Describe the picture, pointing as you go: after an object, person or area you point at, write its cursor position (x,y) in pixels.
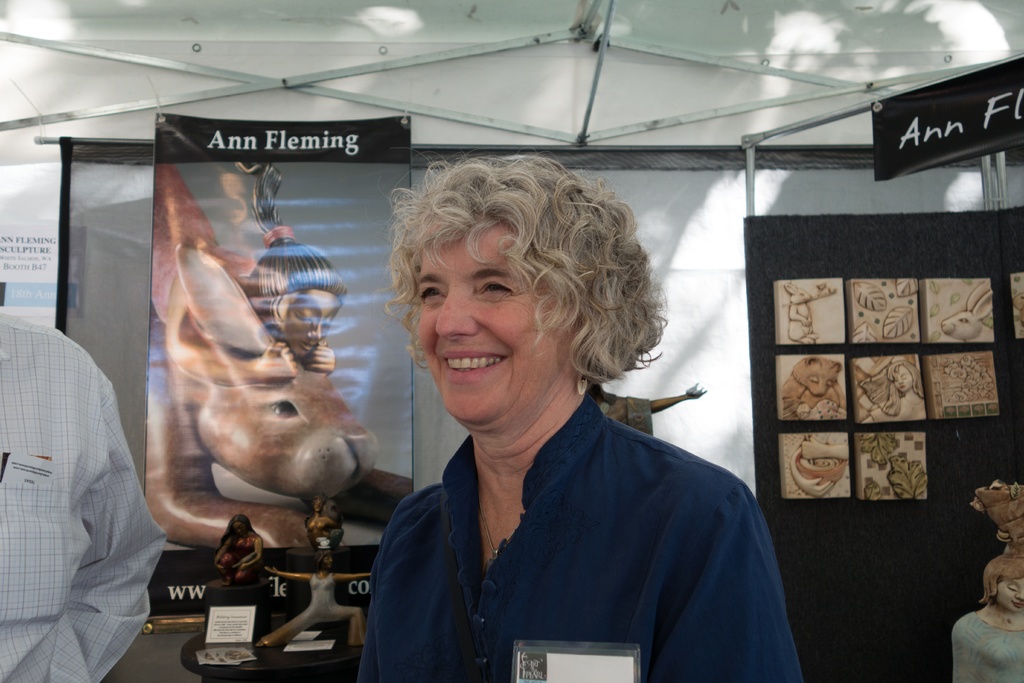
There is a lady (557,210) and a person (105,418) in the foreground area of the image (642,625), there are posters (359,226), it seems like trophies (1014,540) and a wall (429,417) in the background (326,531).
